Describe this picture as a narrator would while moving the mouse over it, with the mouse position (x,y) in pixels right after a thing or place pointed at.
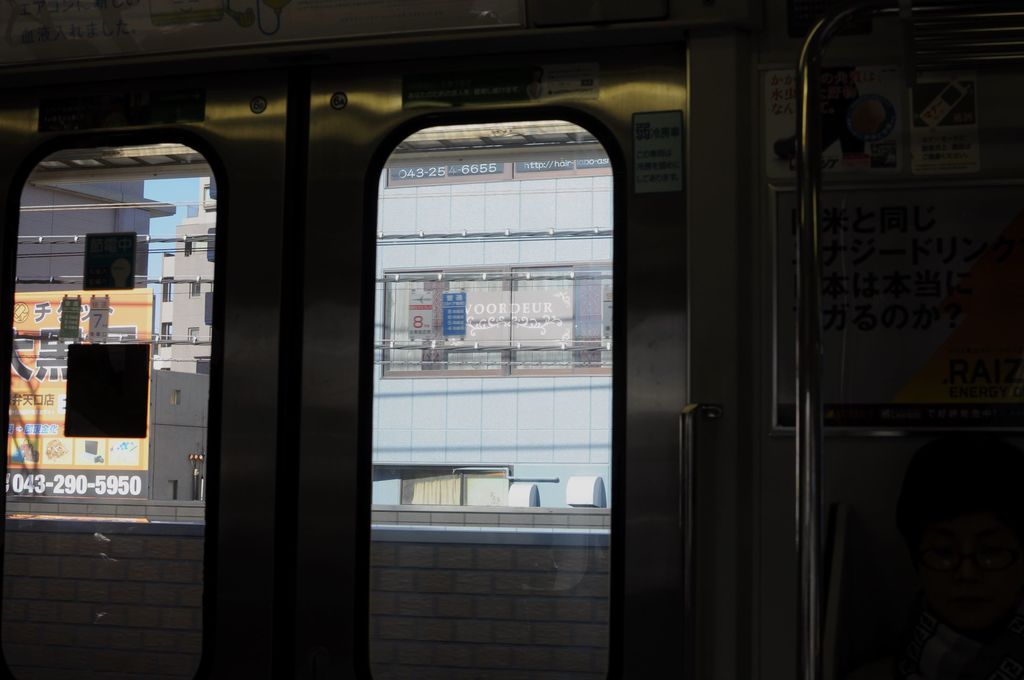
This is inside of a train (711,440). There are doors (221,395), handle (811,189) and a wall (725,210) with posters (228,13). On the right side (991,587) there is a person (948,578) wearing specs (943,559). Through the doors (439,379) we can see buildings (571,385). And there is a poster (113,472) on the left side (79,472).
